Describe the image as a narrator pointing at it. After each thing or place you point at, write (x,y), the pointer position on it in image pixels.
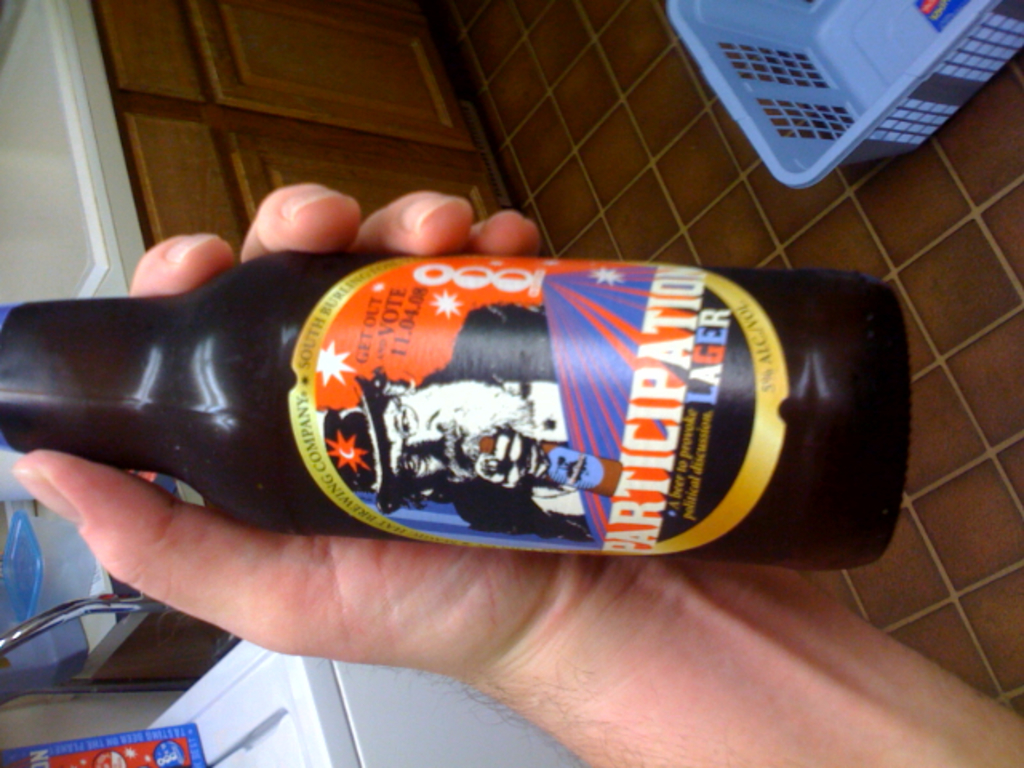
In this image we can see a human hand (196,507) holding a bottle (455,401) and we can also see some text (328,474) written on it.
